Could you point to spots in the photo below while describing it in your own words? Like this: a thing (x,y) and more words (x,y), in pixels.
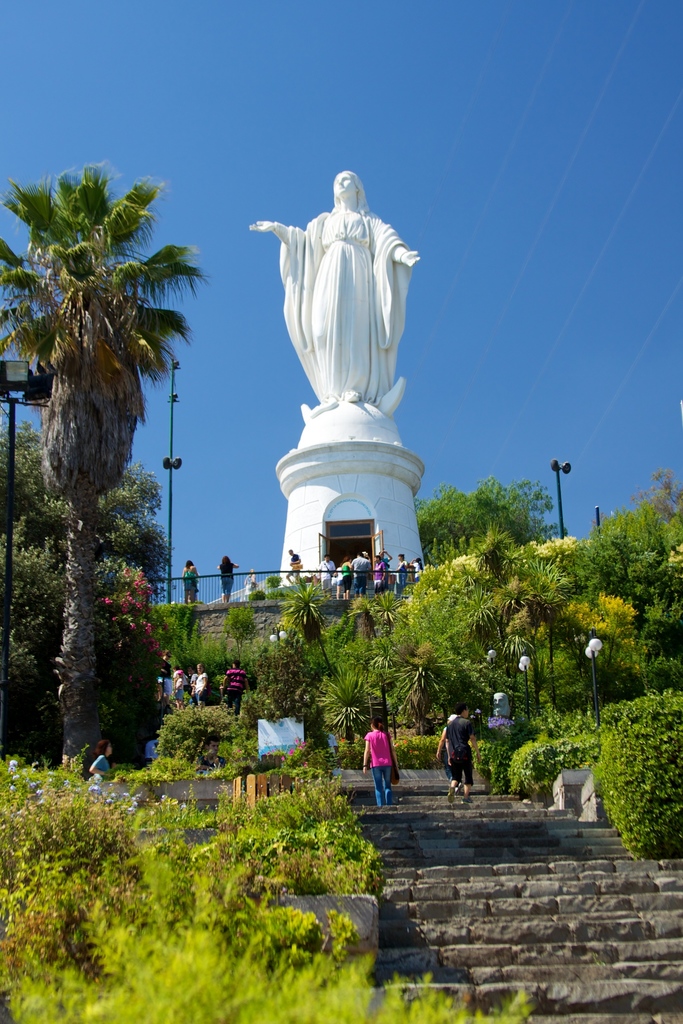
In this picture I can see the plants (489,761), few light poles (4,626) and I can see the steps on which there are few people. In the background (107,520) I can see few more poles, few trees (37,542), a statue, few more people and the clear sky (380,84).
